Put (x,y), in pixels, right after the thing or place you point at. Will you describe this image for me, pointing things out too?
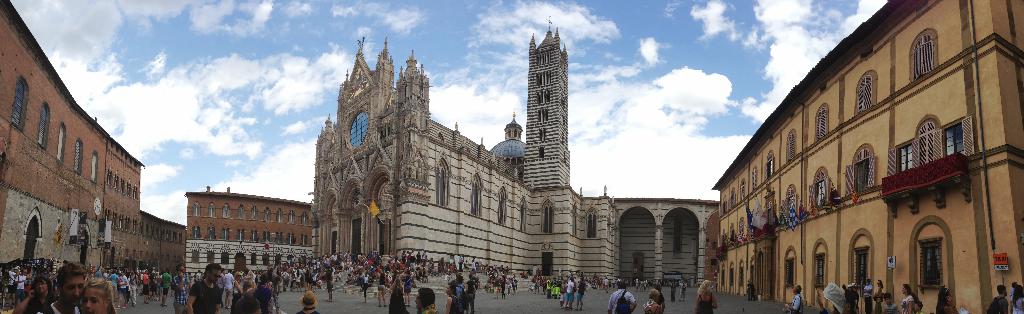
In this image we can see a few people (116,282), buildings (59,171), windows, arch (675,215), some written text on the board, flags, at the top (325,9) we can see the sky (673,54) with clouds (726,157).
